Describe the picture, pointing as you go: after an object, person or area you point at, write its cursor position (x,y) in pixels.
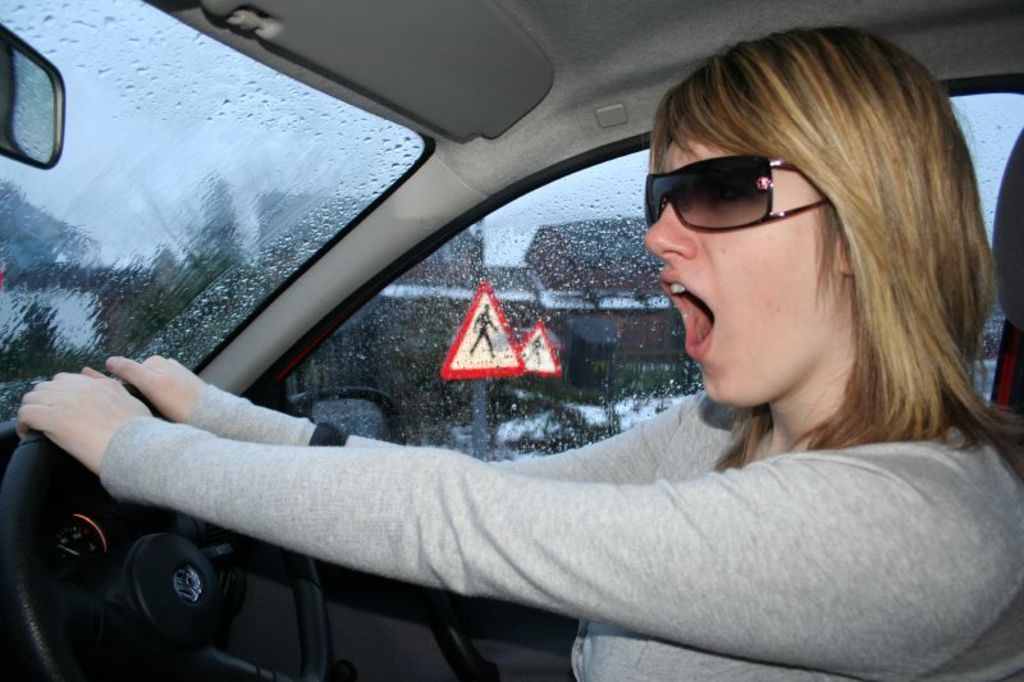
This is the image of a person (680,114) sitting in a vehicle (445,643), There is a glass window (412,344) in which we can see signboards (476,350), buildings (599,355) and trees (453,388). We can also see steering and mirror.
